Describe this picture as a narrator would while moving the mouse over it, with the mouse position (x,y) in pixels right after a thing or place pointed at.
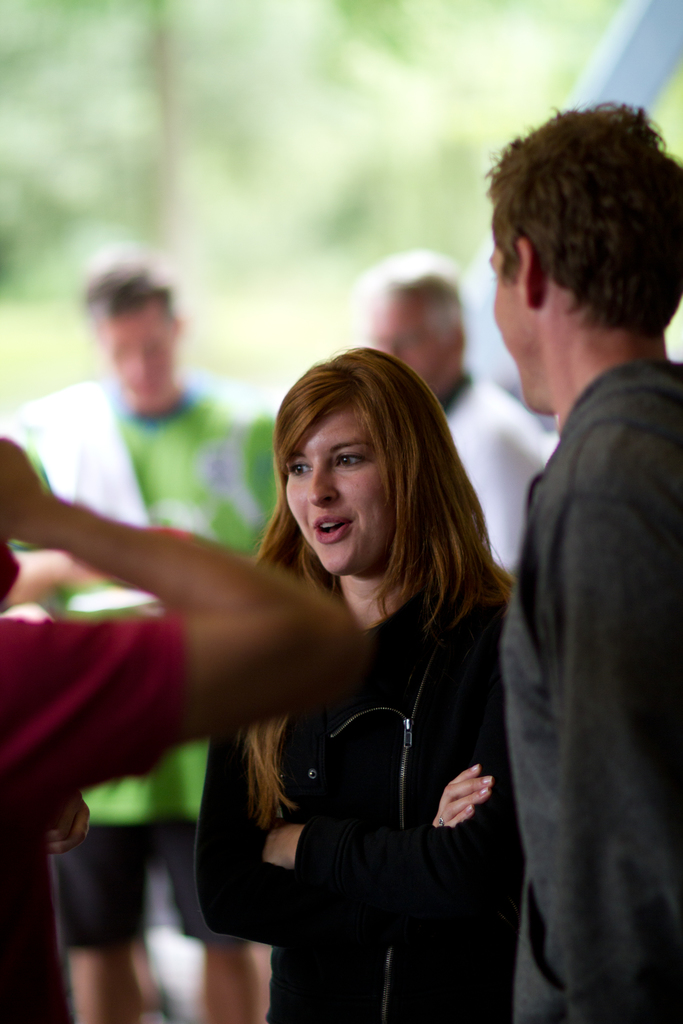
In this image, I can see four persons (461,481) standing. On the left side of the image (214,681), I can see a person's hand (197,643). There is a blurred background (643,69).
